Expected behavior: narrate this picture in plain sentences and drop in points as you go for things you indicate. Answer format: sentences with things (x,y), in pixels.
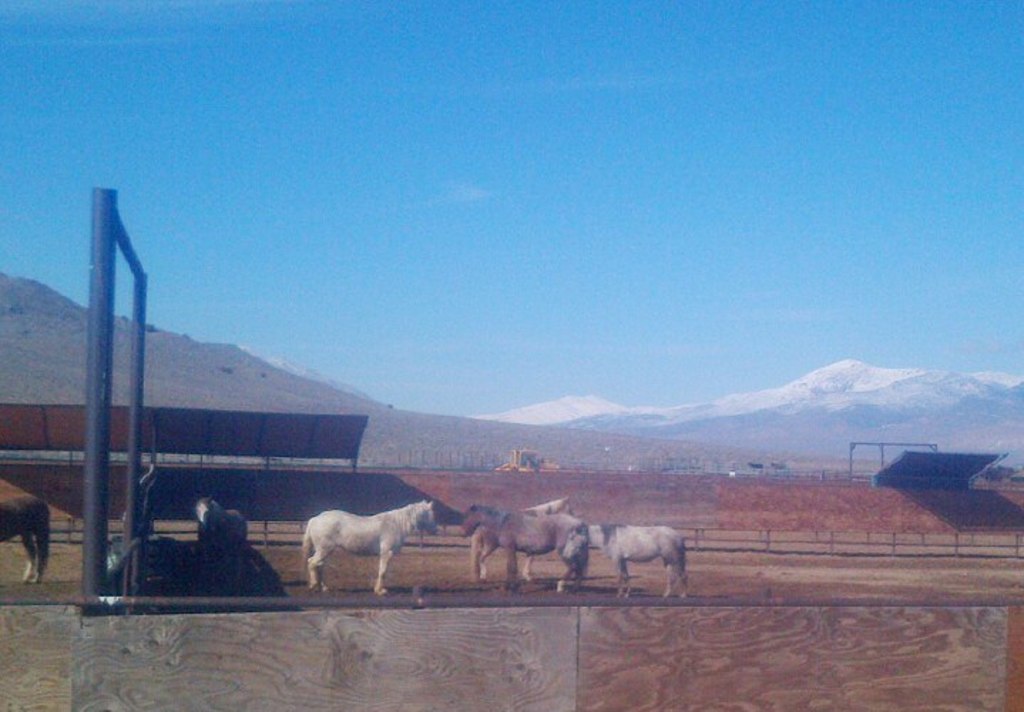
In the foreground of this image (386,681), there are wooden planks (322,710). In the middle (342,419), there are horses (338,545) standing on the ground (760,566), railing (761,550) and it seems like shelters (895,481) in the middle (347,435). In the background (546,426), there are mountains (546,426) and the sky (535,93).
